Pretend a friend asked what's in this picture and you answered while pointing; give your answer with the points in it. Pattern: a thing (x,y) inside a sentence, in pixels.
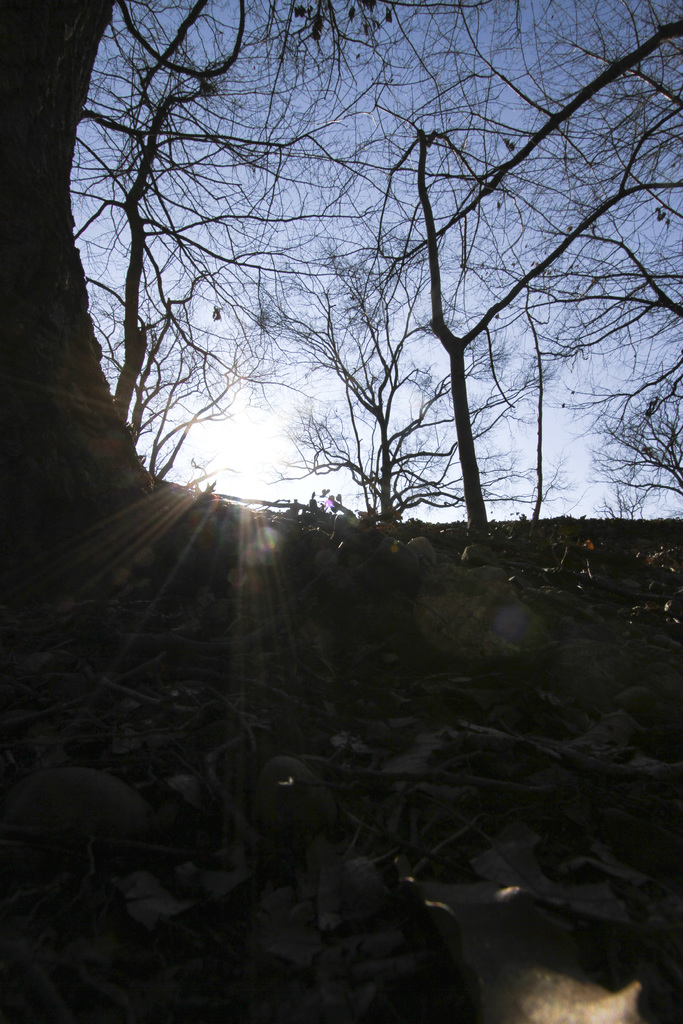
In this image I see few trees (268,154) and I see the ground (405,602) on which there are leaves (464,548) and I see the sky (314,118) in the background (642,396).
